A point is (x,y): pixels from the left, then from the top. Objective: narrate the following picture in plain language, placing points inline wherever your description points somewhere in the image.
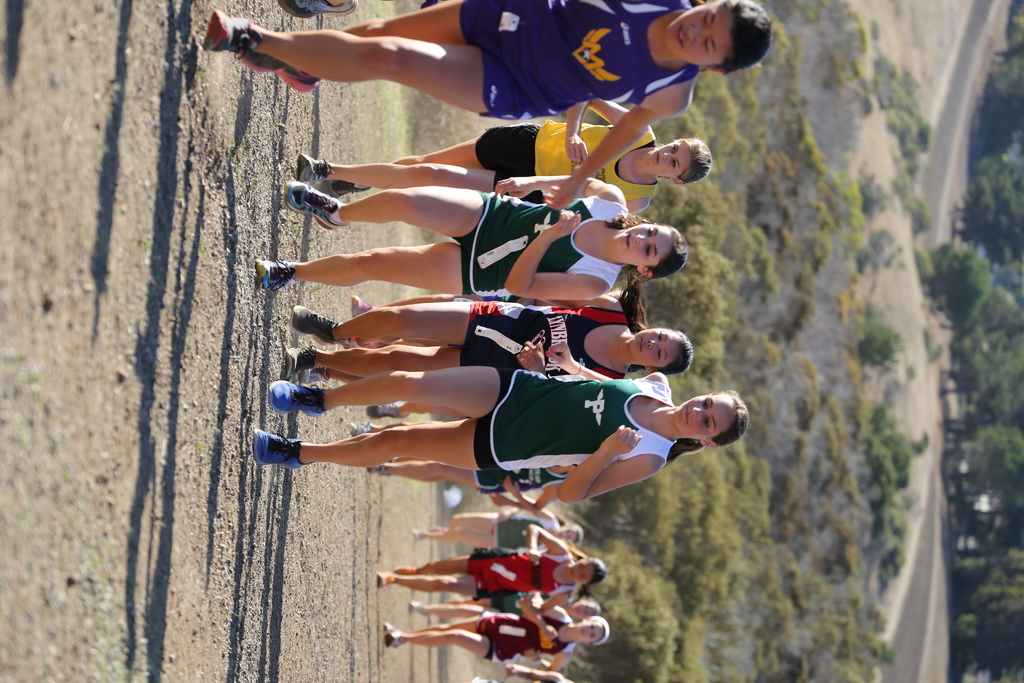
In this picture I can see there are few people (625,452) running wearing jerseys (565,405) and shoes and in the backdrop (801,488) there is a mountain (815,312) covered with trees (747,507).
